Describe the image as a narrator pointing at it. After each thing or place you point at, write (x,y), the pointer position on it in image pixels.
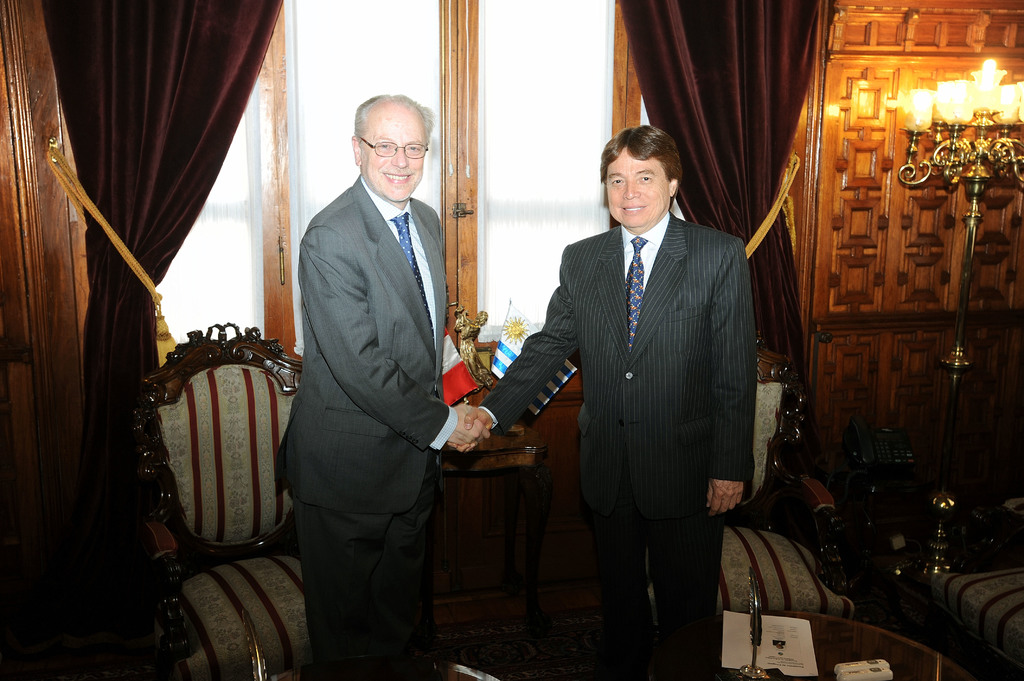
In this image there are two men (361,324), both are wearing suit (395,387) along with tie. In the background (320,190) there is window (540,61) and a curtain (732,117) and there are sofas (776,531) in the room (822,560). To the right (968,257) there is a stand (966,139) with lights (956,109).
